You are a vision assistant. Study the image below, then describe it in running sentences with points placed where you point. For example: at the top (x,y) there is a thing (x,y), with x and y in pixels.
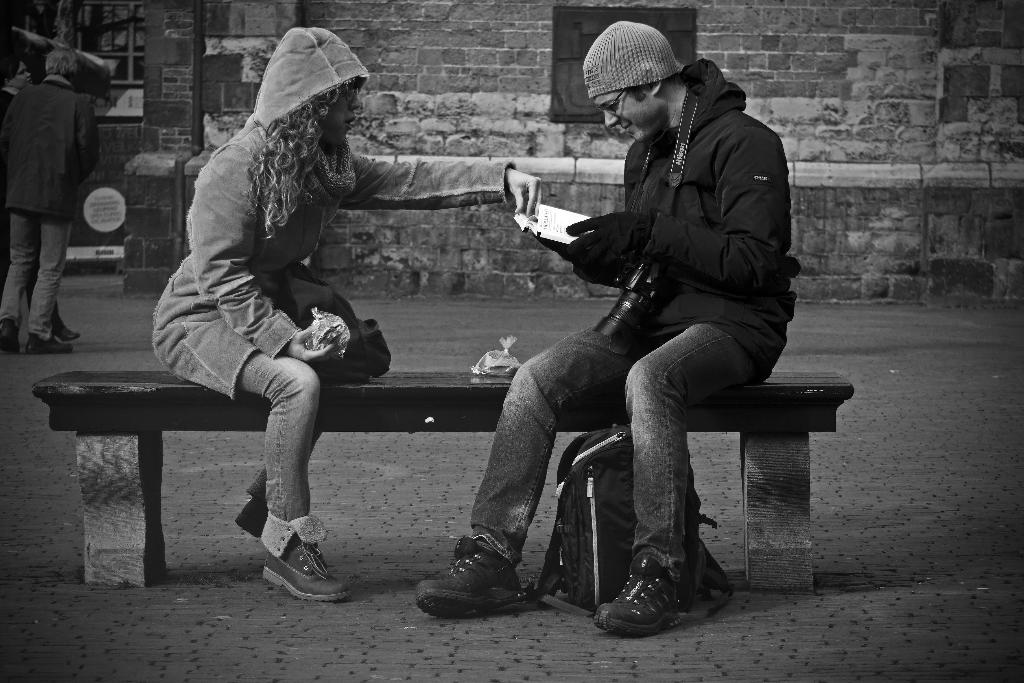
This is a black and white picture. On the background (871,64) we can see a wall (799,46) with bricks (386,38). We can see two persons (34,219) walking here. We can see a man (597,108) and a woman (170,345) sitting on a bench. This woman (287,343) is holding a cover (344,344) in her hand (321,351). There is a backpack (591,448) under the bench (577,425). This man (571,228) is holding a diary (563,231) in his hands (610,239).
